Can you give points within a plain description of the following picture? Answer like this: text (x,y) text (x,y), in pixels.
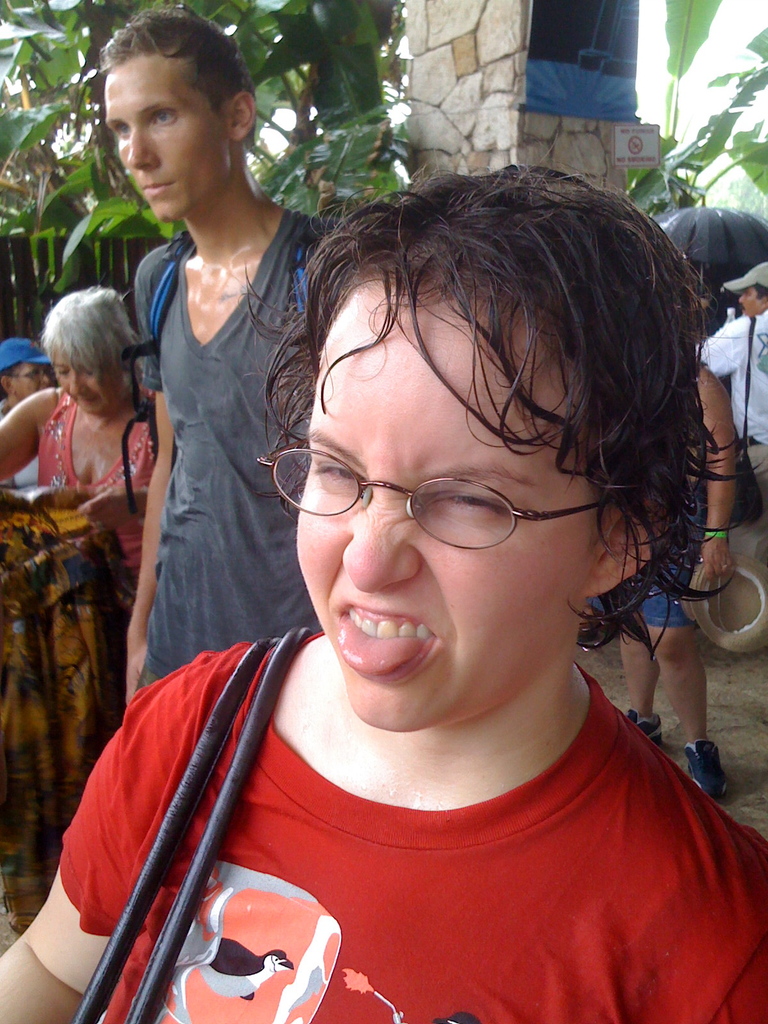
In this image, there are a few people (593,204). We can see the ground (710,697) and a pillar (481,138). There are a few trees (36,188). We can also see the fence (54,301) and a board (635,164).
